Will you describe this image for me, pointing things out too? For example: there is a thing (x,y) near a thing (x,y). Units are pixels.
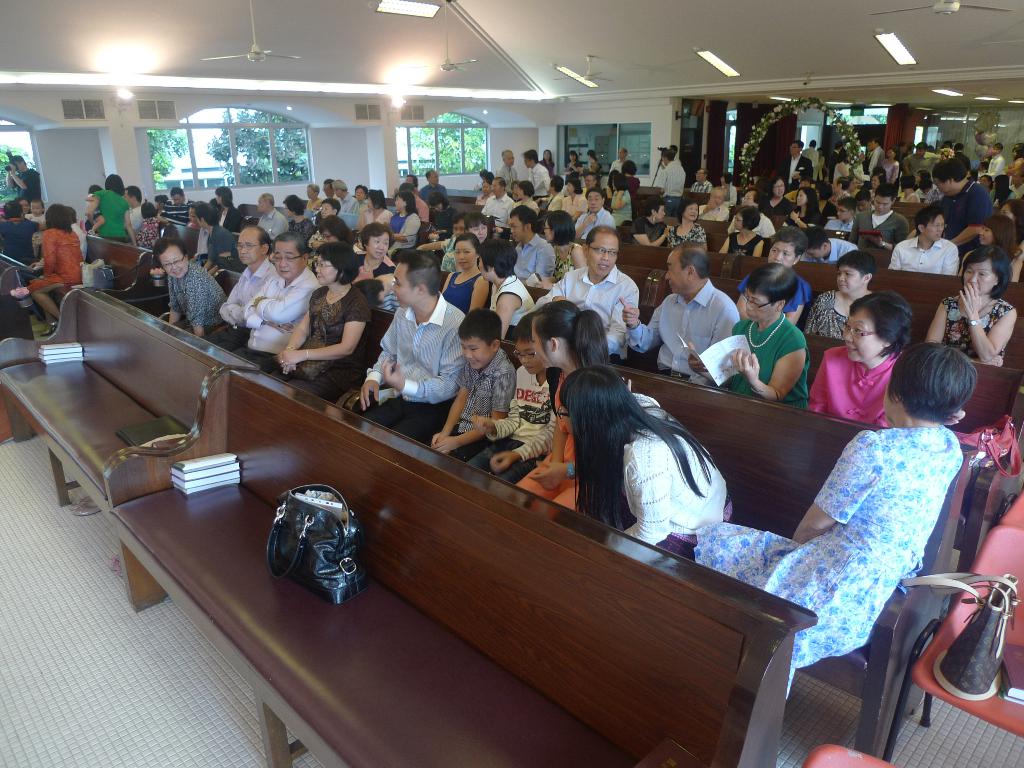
In this image we can see group of people (370,375) sitting on benches (988,367). In the foreground of the image (488,571) we can see a bag (290,533) placed on a bench (408,561). In the back ground (990,210) we can see some people (948,176) standing and group of fans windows (474,121) and trees (158,151).
